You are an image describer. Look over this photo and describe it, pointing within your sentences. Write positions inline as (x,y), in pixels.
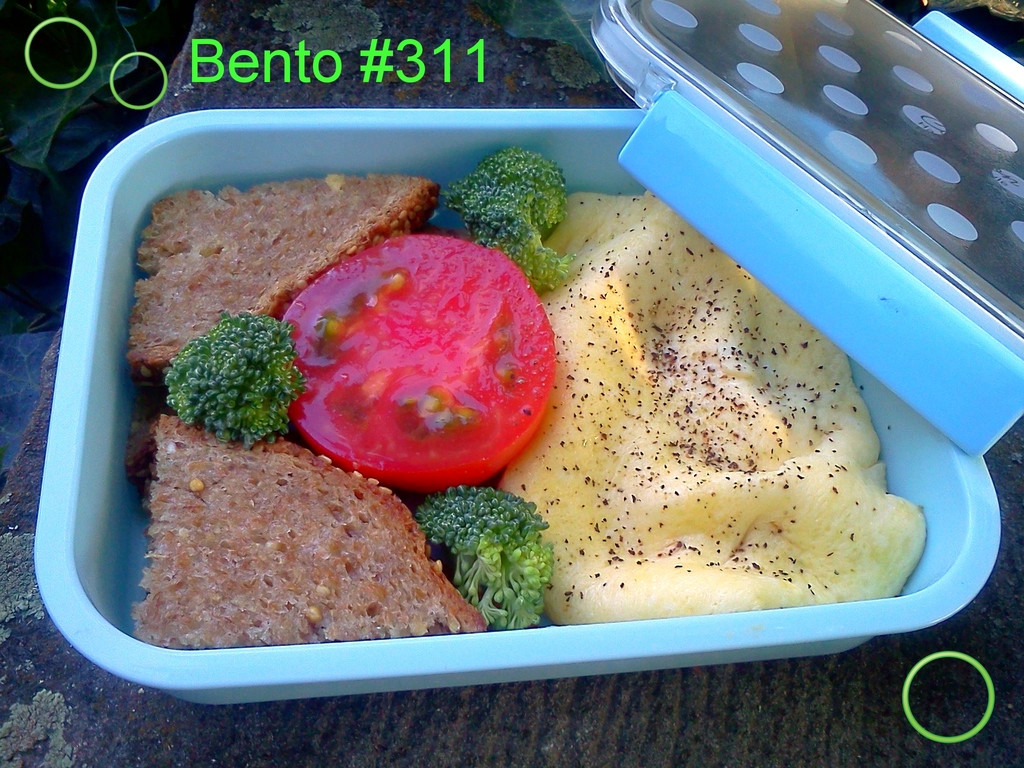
In this image we can see some food (553,334) in a box (609,185) containing broccoli (503,526), bread (316,489) and a tomato slice (413,451) which is placed on the surface (485,724). On the left side (126,95) we can see some leaves (126,111).
